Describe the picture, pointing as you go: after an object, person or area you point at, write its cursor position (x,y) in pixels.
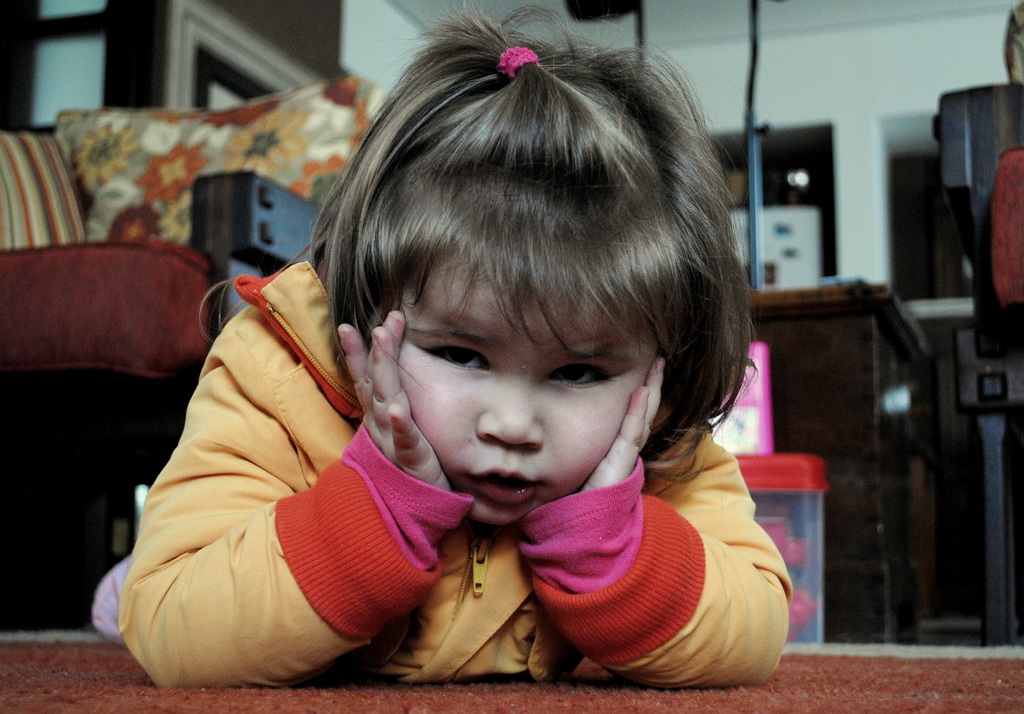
In the middle of this image (521,375), there is a baby (632,434), placing both hands (635,458) on both cheeks (620,414) and lying on the carpet (187,698). In the background (894,365), there is a pillow (257,151), there is a white wall (386,33), there is a table (853,424), a box (814,579) and there are other objects (1009,264).
